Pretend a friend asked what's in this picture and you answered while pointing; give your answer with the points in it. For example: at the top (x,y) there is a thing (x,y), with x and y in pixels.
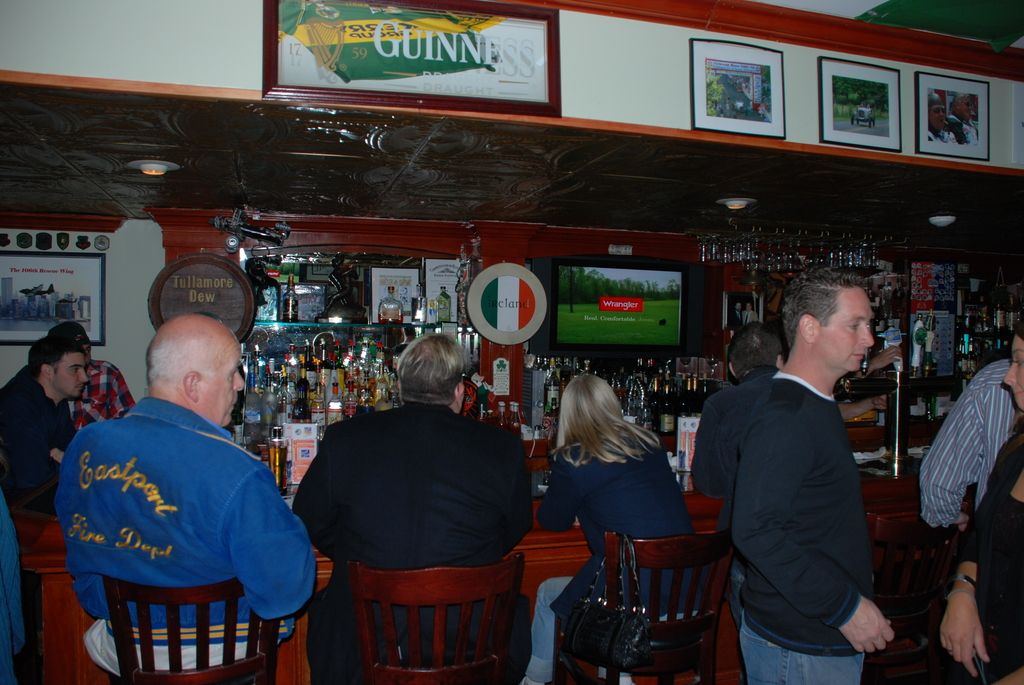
In this image I see number of people (63,400) in which few of them are sitting on the chairs (164,667) and rest of them are standing. In the background (18,273) i see a few photo frames (5,276), bottles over here and a T. V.
